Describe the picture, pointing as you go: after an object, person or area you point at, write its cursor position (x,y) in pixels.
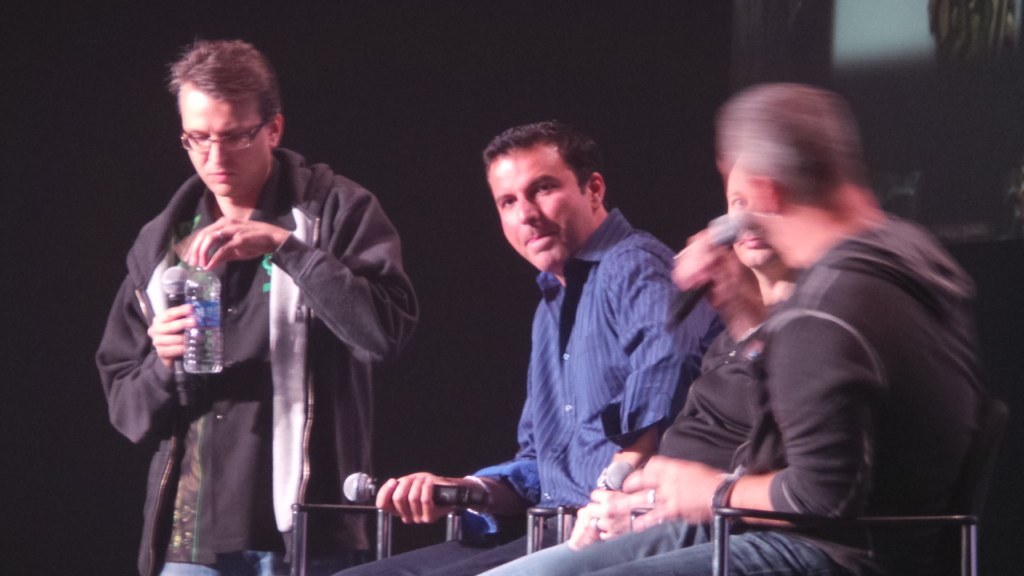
In this image i can see three persons (663,461) sitting on chairs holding microphones (740,236) in their hands (711,249). In the background (310,207) i can see a person (325,409) wearing a jacket (336,290) is standing and holding a microphone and a water bottle (210,299) in his hand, and i can see the dark background (467,25).
